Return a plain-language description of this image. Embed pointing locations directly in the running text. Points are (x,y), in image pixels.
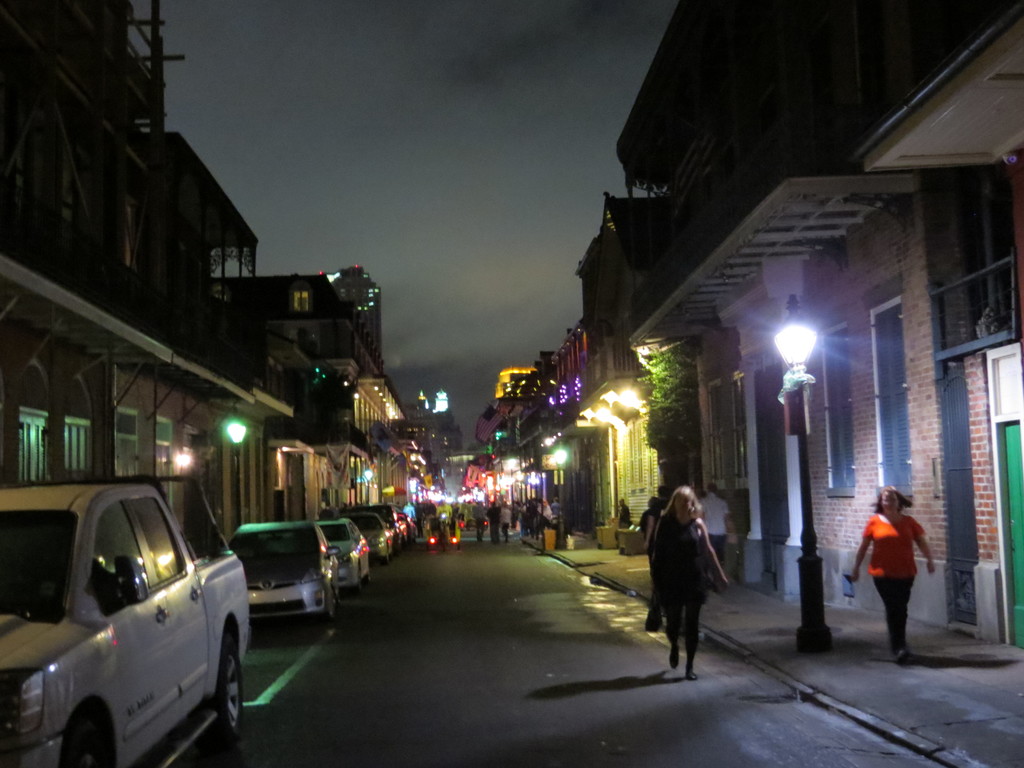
There are buildings (671,346) and people (666,569), there are vehicles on the road (506,561), this is sky (483,86).
